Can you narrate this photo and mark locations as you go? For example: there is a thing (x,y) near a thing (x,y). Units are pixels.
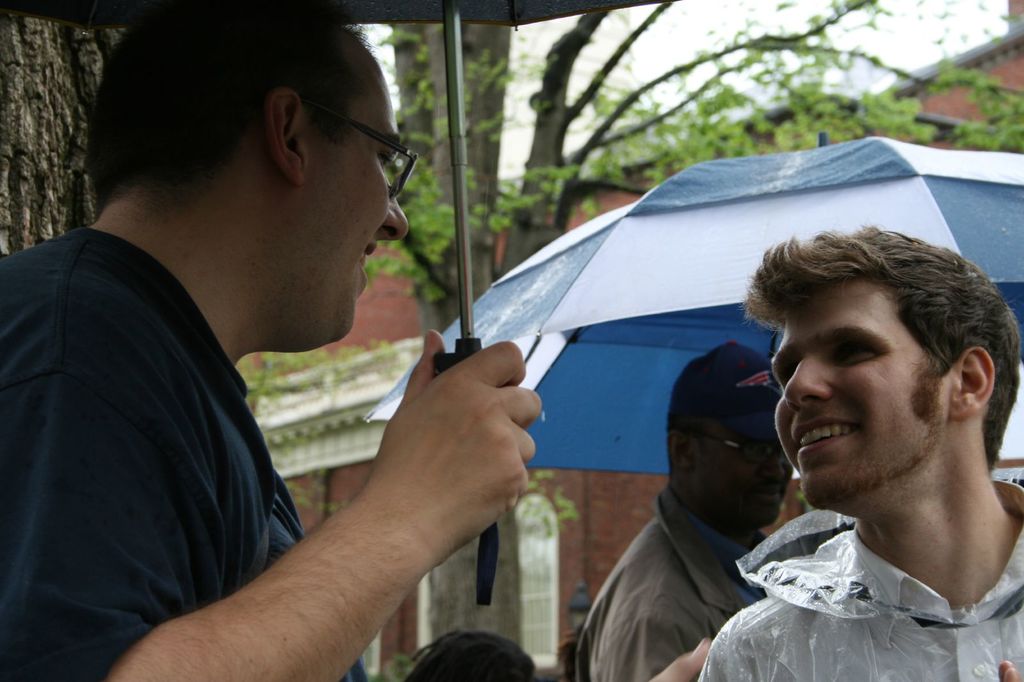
In the center of the image (437,405) there is a person (286,259) holding a umbrella (365,14). To the right side of the image (734,658) there is a person (767,550) wearing a raincoat (848,608). In the background of the image (539,233) there are buildings (363,349) and trees (426,115). There is another person (626,611) holding a umbrella (721,199).
